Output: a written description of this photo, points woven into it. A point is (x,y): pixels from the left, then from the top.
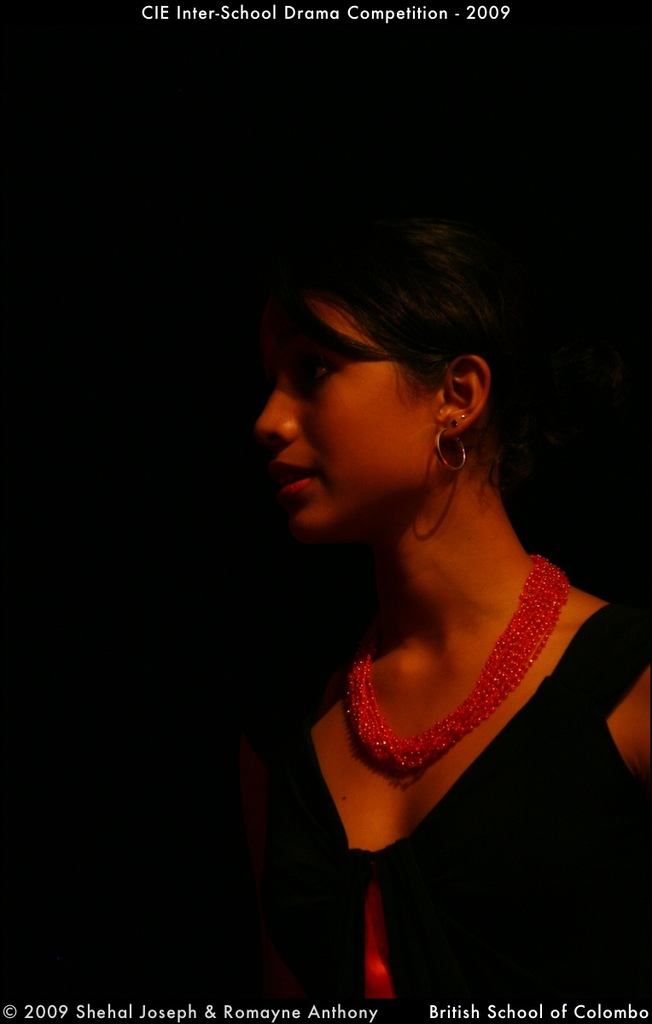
In this image we can see a woman (395,912). We can also see some text (467,1013) on this image.
